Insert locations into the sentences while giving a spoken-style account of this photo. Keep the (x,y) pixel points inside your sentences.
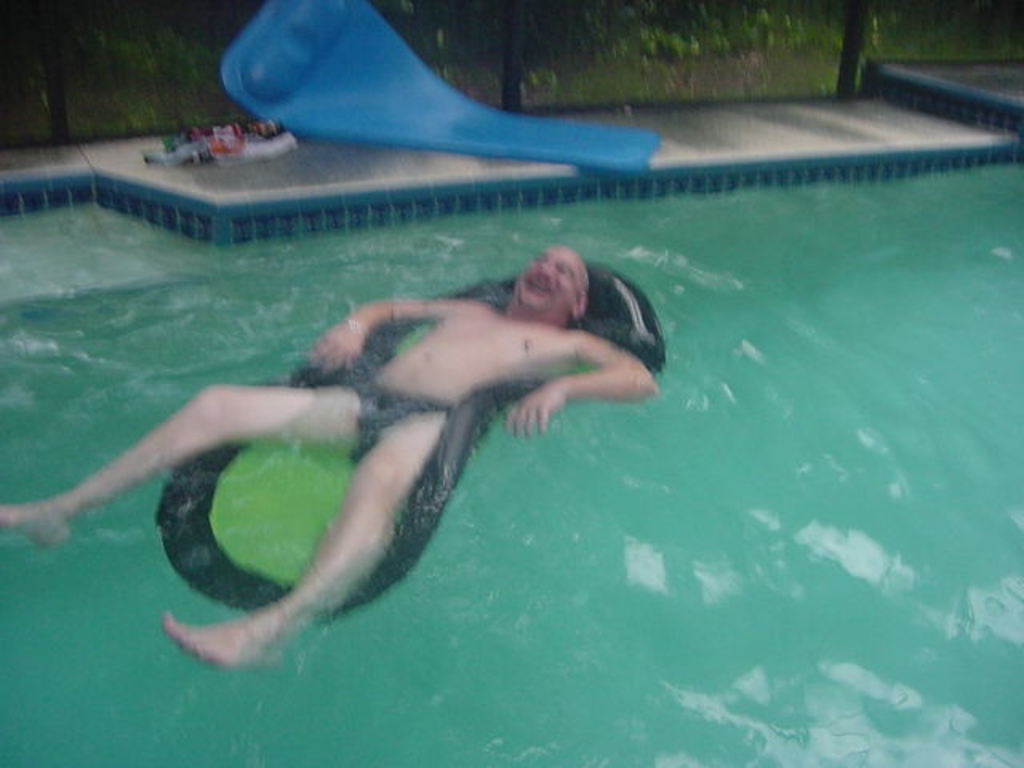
In the image we can see there is a person (427,372) lying on the float water mat (473,421) in the swimming pool (530,191). There is another float water mat (374,95) kept on the ground (374,158).
